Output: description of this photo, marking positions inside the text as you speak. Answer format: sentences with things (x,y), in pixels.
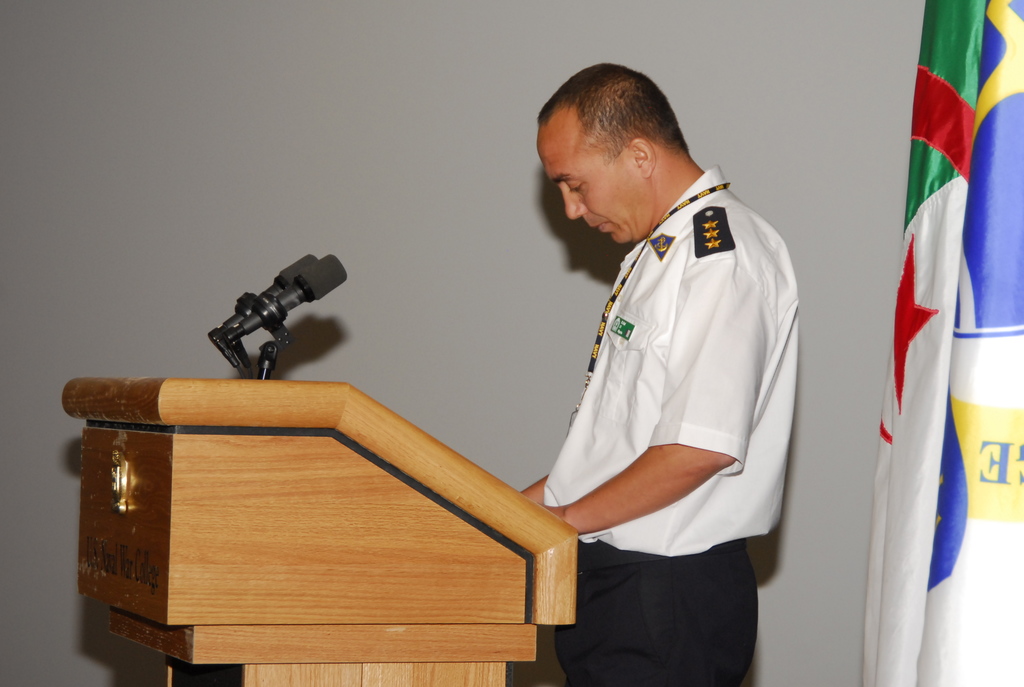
In this image I can see a person (594,443) standing in front of the podium (382,683). There is a mic (231,334) on the podium (286,664). On the right side (887,578) I can see a flag (925,524).
